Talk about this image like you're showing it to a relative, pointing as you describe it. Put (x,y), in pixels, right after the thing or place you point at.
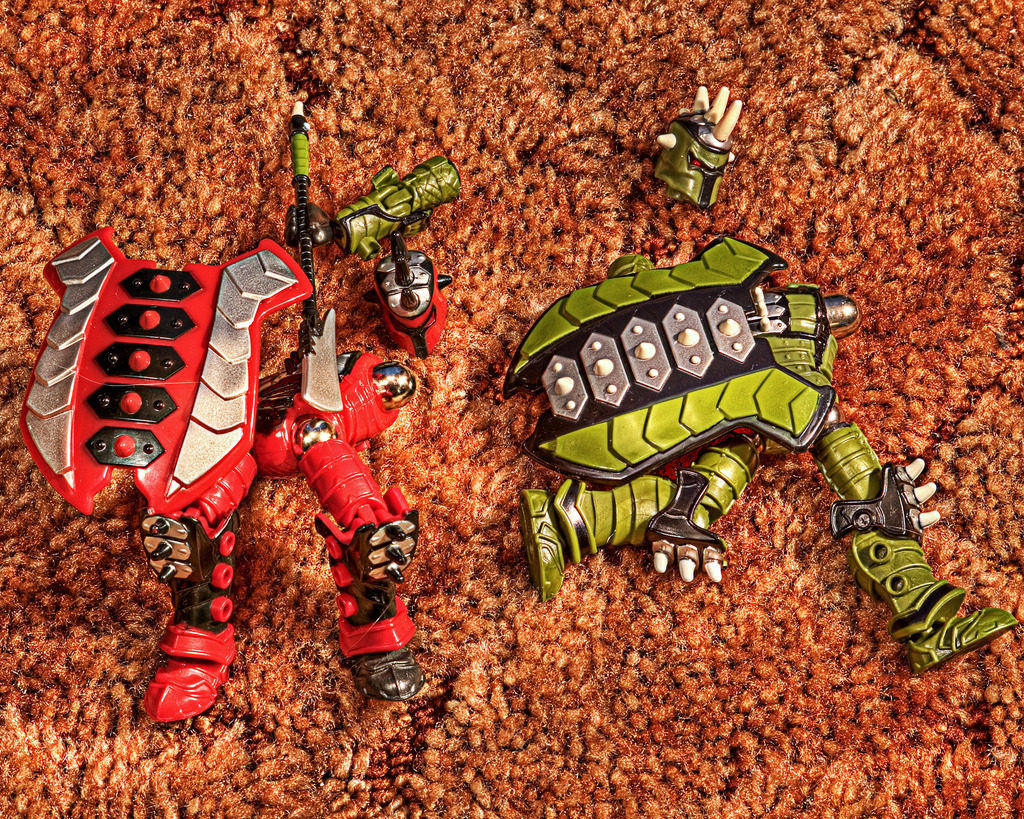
In this image we can see toys (284,443) on a brown color surface (483,514).
